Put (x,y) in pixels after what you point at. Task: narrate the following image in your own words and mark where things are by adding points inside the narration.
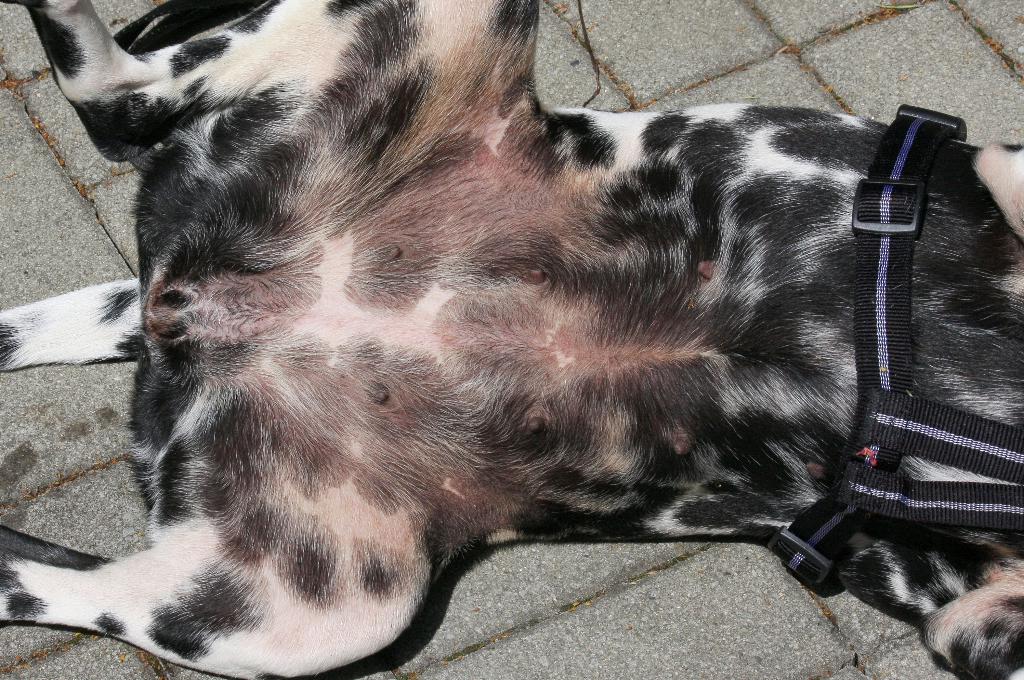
In this picture there is a dog (987,346), it is lying on the floor (91,636) in the center of the floor (71,664).
